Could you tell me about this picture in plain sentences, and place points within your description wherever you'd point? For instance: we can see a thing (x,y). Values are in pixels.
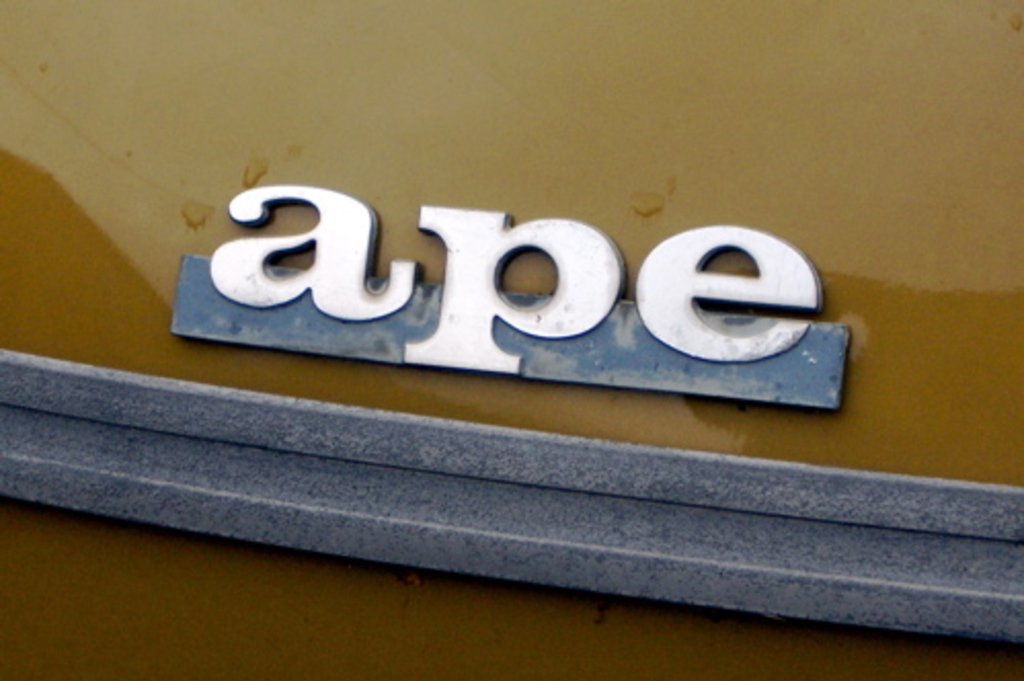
In this picture I can see a name board (450,247) attached to the vehicle (521,278).
